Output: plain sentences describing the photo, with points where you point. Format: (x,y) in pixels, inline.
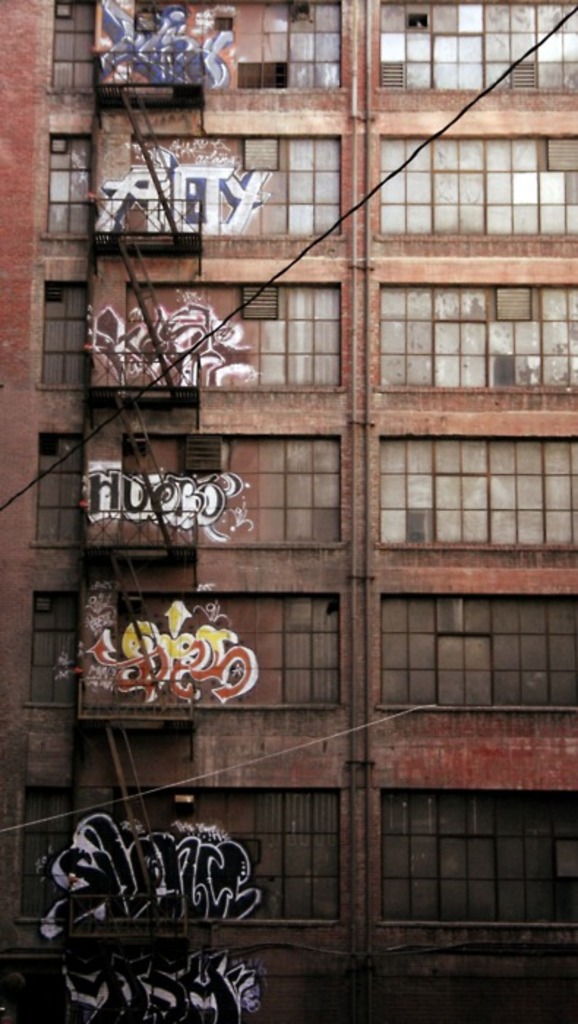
In this picture we can see a building (43,790). There are some paintings (228,376) on this building (477,404).
